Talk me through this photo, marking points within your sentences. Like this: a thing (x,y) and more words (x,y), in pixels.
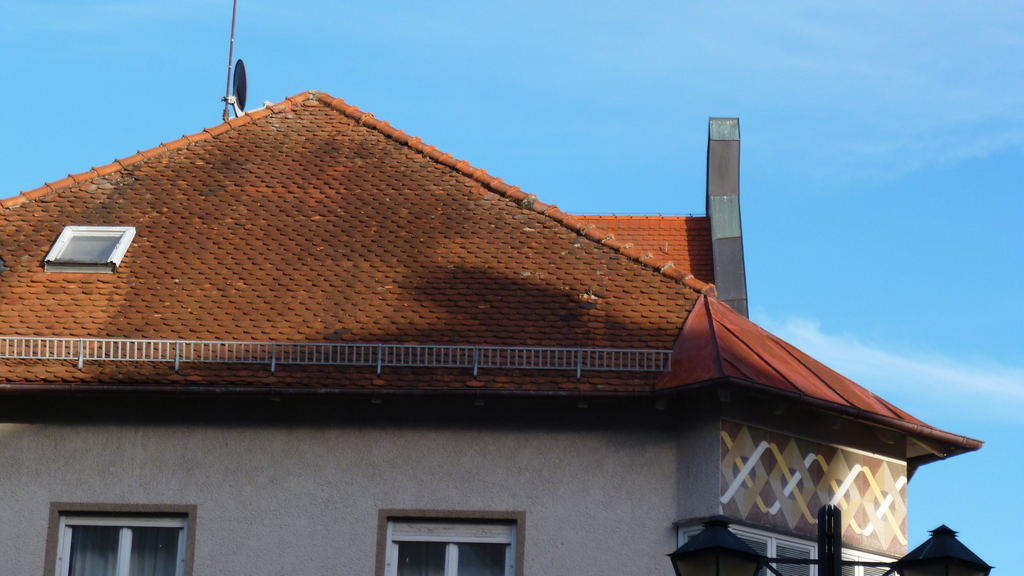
In this image there is a house (466,403). Right bottom there are lamps (760,567) attached to a pole (826,560). Background (857,188) there is sky (765,104).
